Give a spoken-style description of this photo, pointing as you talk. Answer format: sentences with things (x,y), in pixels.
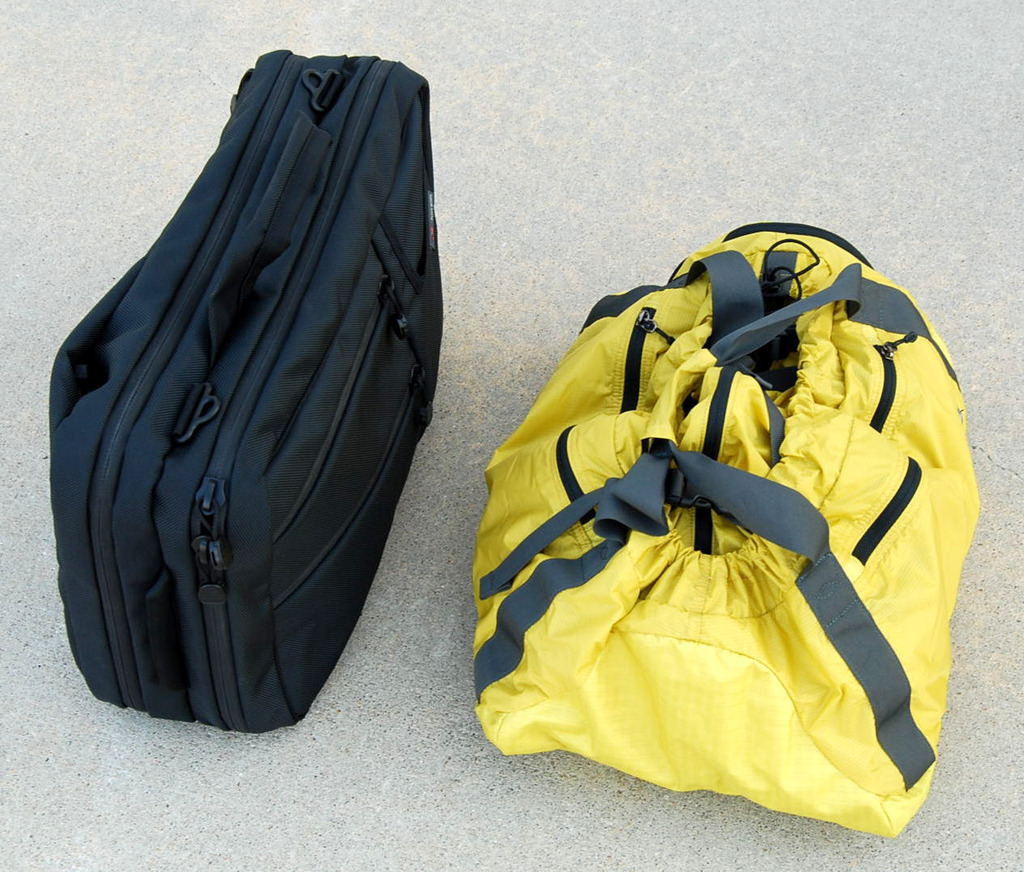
In this picture we can see two bags (234,151) on a surface (511,245).
